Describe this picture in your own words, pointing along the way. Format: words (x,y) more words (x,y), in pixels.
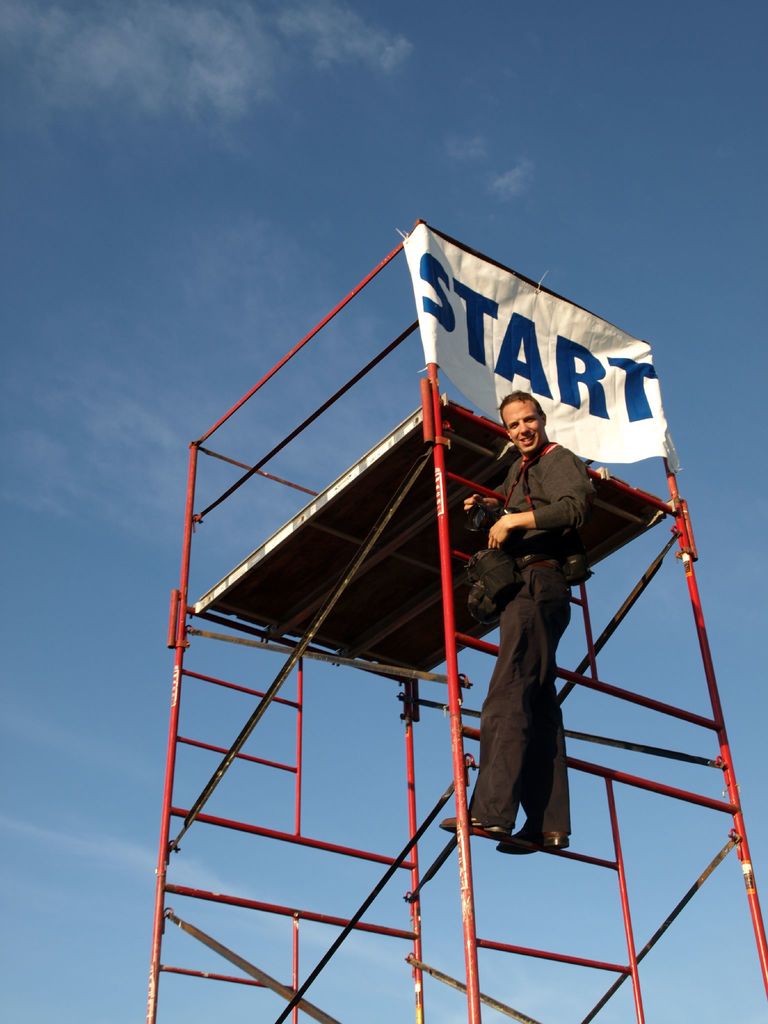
In this image we can see a person (523,465) holding a camera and standing on the object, which looks like a tower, also we can see banner (569,320) with text (531,357) on it, in the background (285,44) we can see the sky (288,43) with clouds (288,48).
